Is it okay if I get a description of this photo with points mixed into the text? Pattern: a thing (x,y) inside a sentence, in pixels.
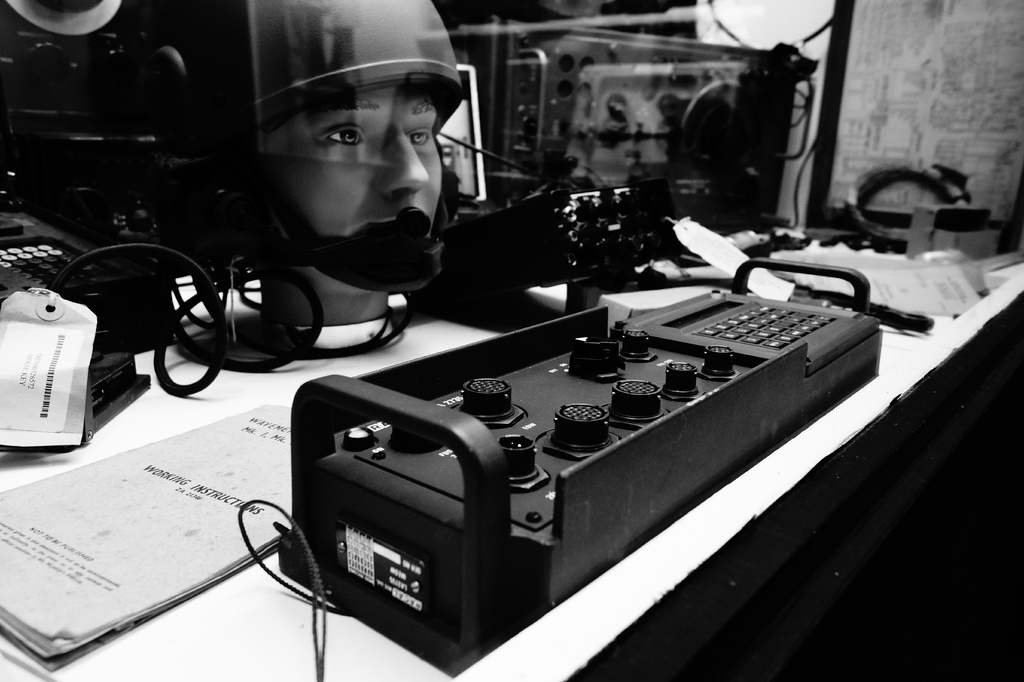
In this image there is a file (171,513), an electronic device (440,466), the head (333,197) of a mannequin (342,169) and some cables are placed on a table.
